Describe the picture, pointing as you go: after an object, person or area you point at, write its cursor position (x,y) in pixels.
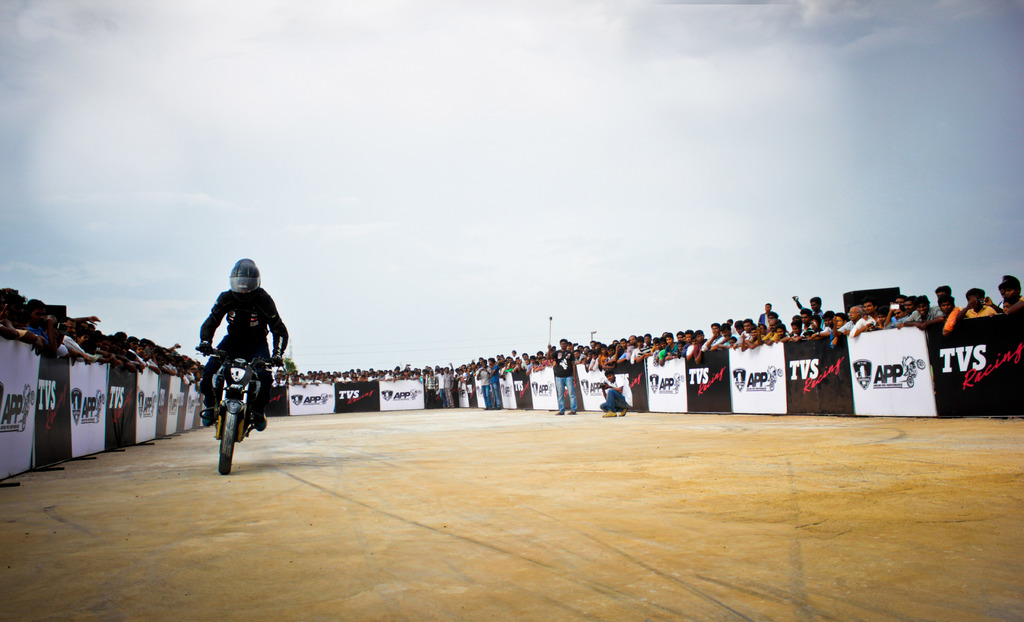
In this picture I can see there is a man (243,331) riding a two wheeler (226,372) and he is wearing a black shirt (258,301) and a pant (248,351) and helmet (252,280). In the backdrop (149,421) there are few banners (44,410) and there is a person (604,395) sitting on to right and clicking the pictures and there is another person (575,359) standing next to him. There are a group of people (60,345) standing around the banners (586,404).
